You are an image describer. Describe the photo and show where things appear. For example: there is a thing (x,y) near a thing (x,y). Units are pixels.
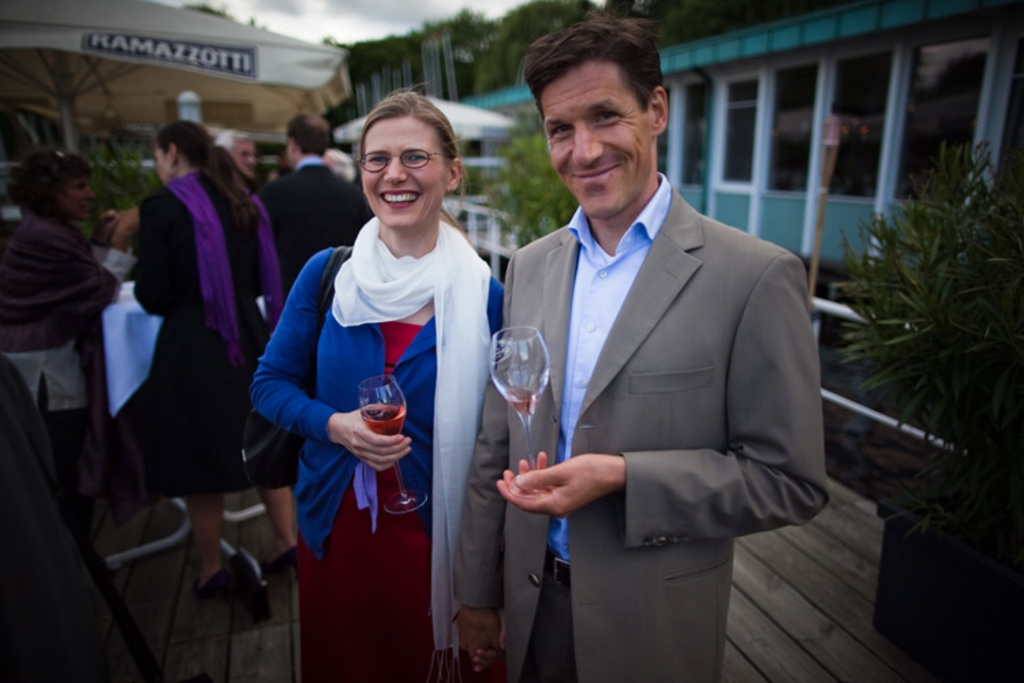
In this image group of persons (263,242) standing. In the center (576,314) there are persons (601,396) standing and smiling and holding glasses (376,427) in their hands (367,438). In the background (315,29) there are buildings (502,97), trees (466,67), and the sky (363,17) is cloudy.
